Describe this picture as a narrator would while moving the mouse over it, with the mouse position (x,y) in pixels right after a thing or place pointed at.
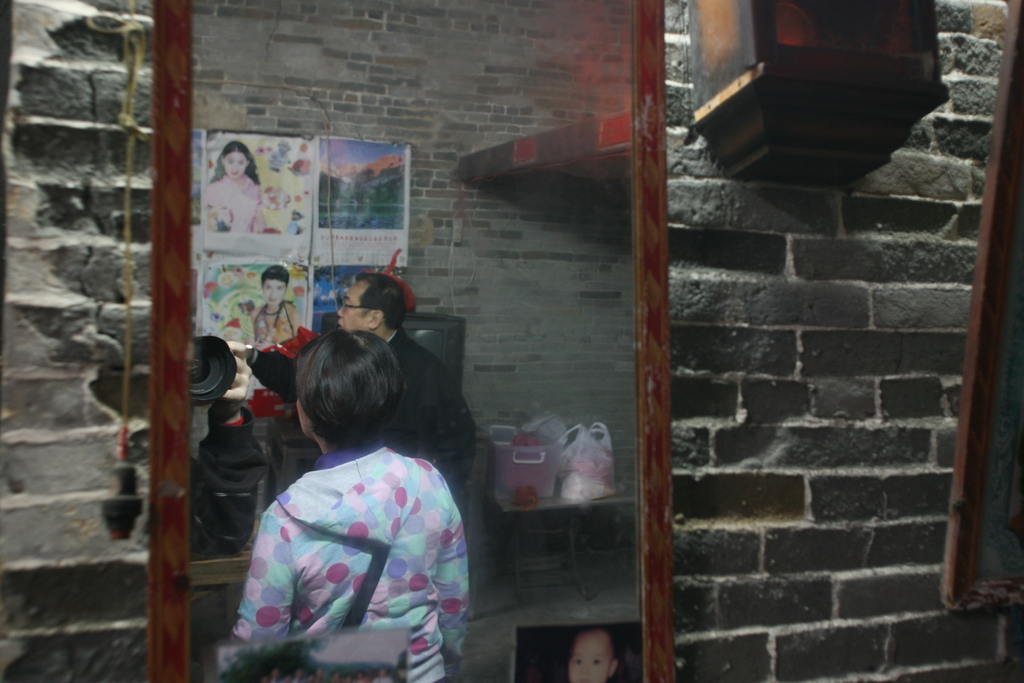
In this image I see the wall (790,339) and over here I see 2 persons (369,389) and I see few posters (251,222) on the wall (303,10) and I see few things (499,450) over here and I see that this is a mirror (488,273) and I see a picture (607,648) of a child (578,662) over here and I see a thing (764,69) over here which is of black in color.
